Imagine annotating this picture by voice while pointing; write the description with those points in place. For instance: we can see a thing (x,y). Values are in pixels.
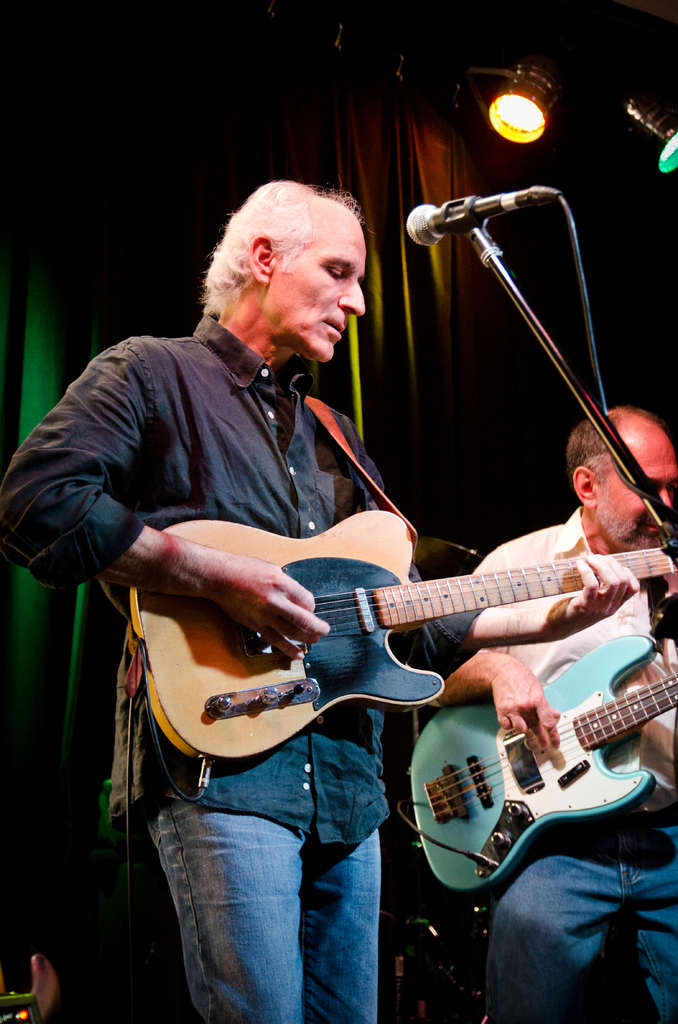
In this picture we can see two people (592,599) are playing guitar (595,679) in front of microphone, in the background (471,270) we can see curtain (379,188) and couple of lights (662,165).
